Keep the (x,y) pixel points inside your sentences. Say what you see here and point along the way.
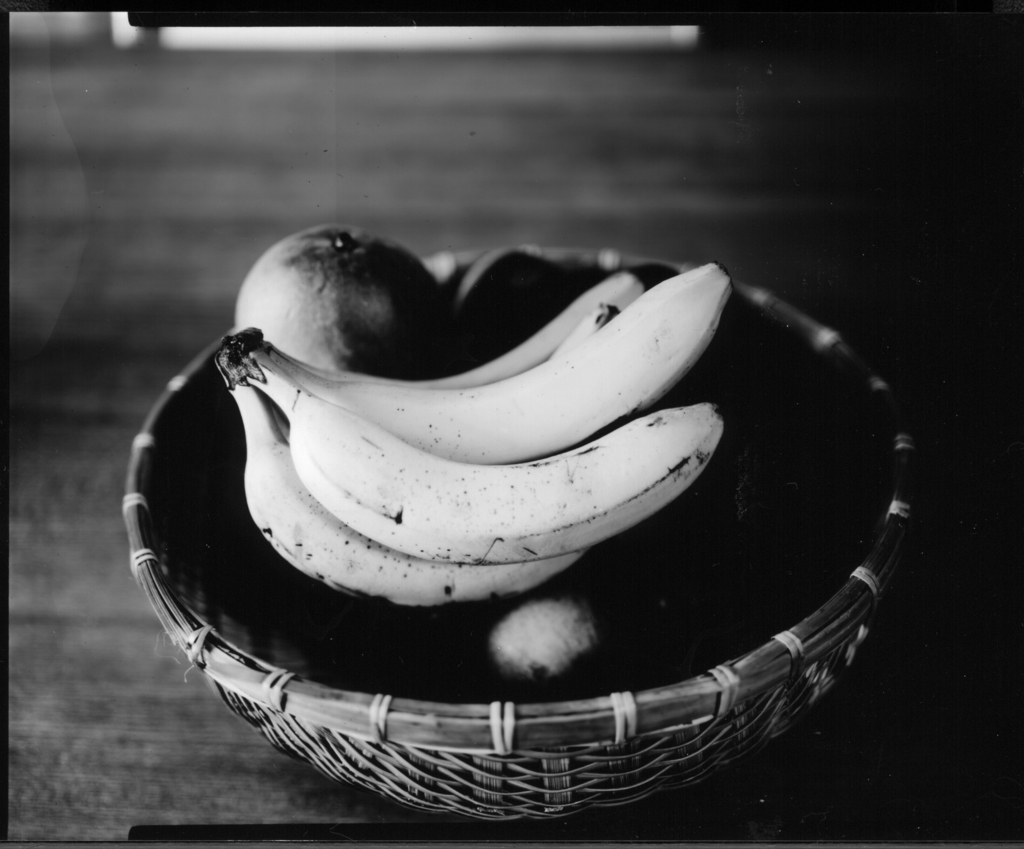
Black and white picture. In this basket (243,720) we can see banana (347,527) and fruits (272,263). Background of the image (59,97) it is blur.
